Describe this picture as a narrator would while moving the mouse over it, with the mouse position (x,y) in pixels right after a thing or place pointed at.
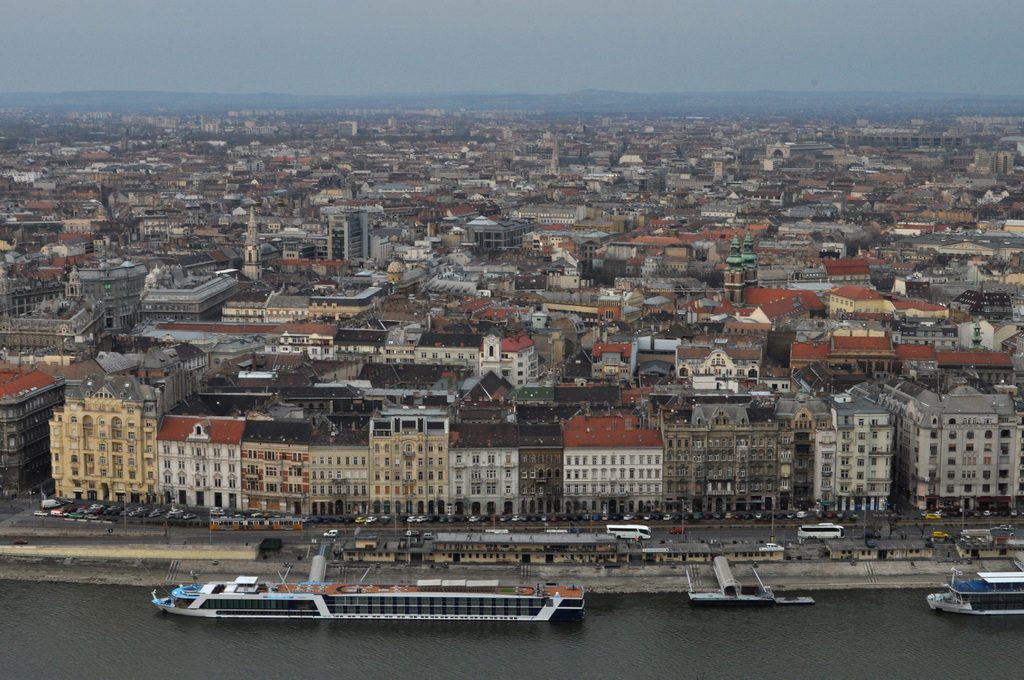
In the image there is a water surface (949,624) in the foreground (330,659), on the water surface (476,630) there are two ships (519,611) and behind the ships (481,614) there is a road (657,528), on the road (708,532) there are vehicles (61,511) and behind the road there are plenty of buildings (402,269) and towers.
